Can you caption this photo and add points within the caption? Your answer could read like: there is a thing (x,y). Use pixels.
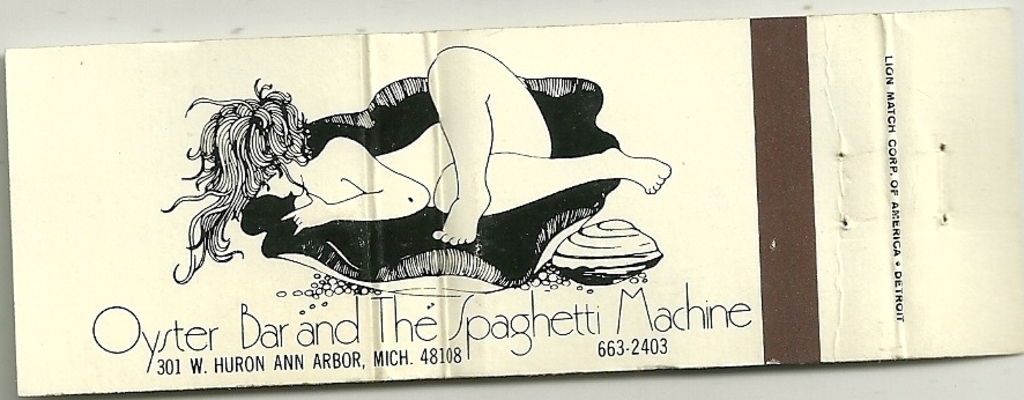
In this image I can see some text (207,372) and a drawing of person (653,182) on the poster (1004,301).
